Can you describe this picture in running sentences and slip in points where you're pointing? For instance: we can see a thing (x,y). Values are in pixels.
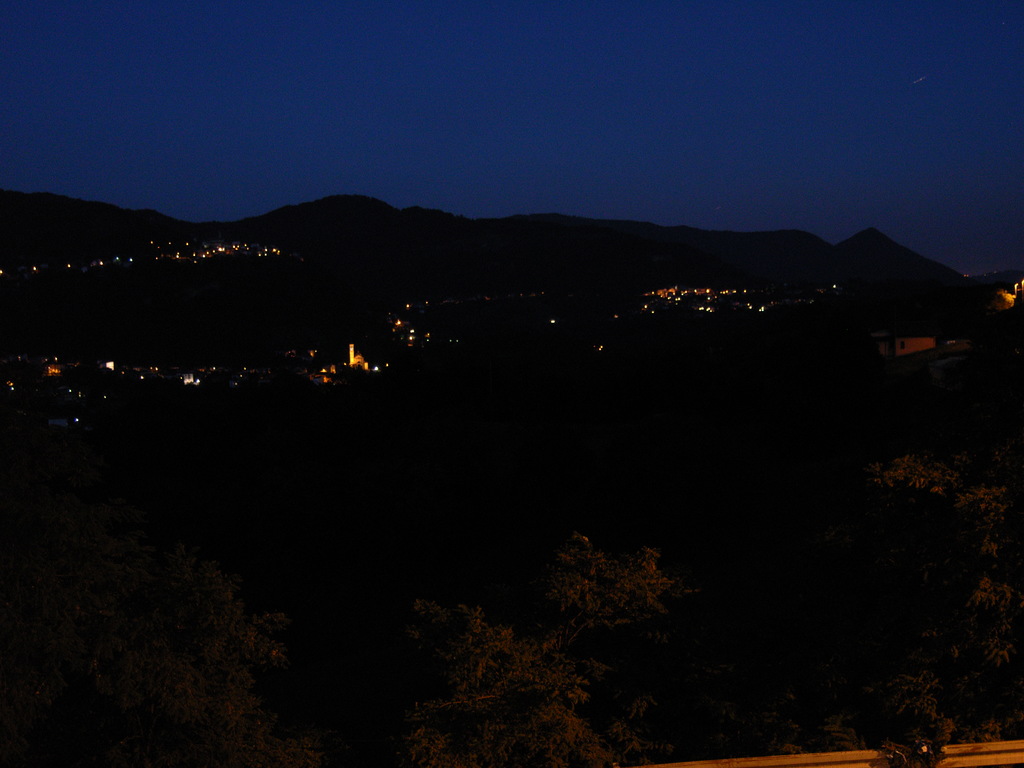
The image is completely dark. At the bottom (548,610) we can see trees (882,647). In the background (450,365) the image is not clear but we can see lights (235,247), buildings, objects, mountains (51,232) and the sky (130,106).
